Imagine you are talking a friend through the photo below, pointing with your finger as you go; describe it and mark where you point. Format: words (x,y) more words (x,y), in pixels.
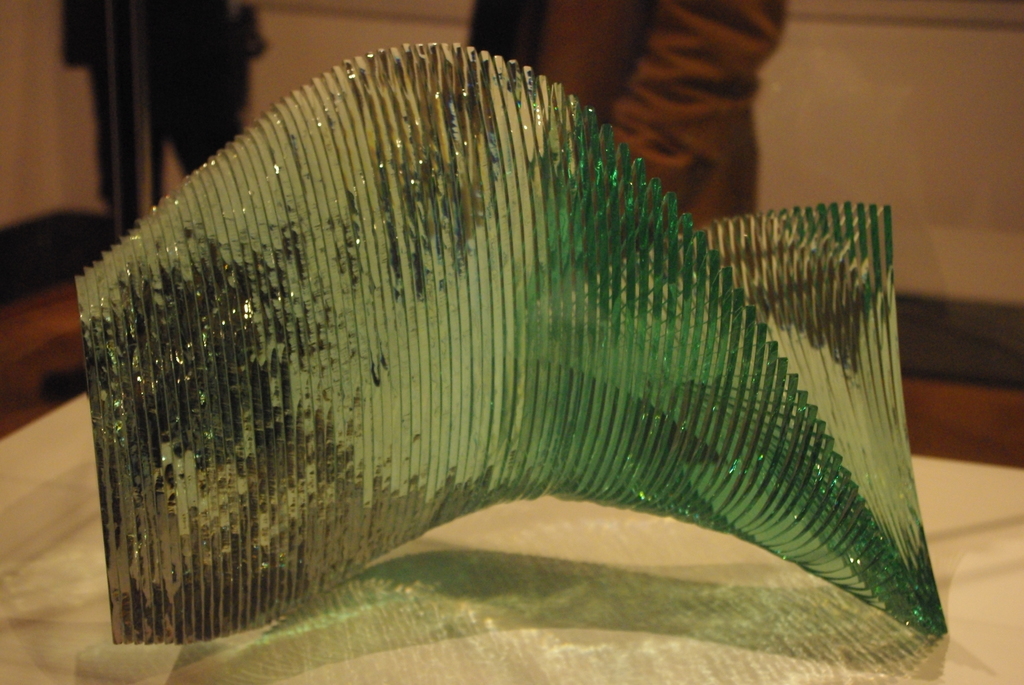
In this image we can see a glass object (411,399) on the table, there are two persons (646,105) standing on the floor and also we can see the wall (843,34).
